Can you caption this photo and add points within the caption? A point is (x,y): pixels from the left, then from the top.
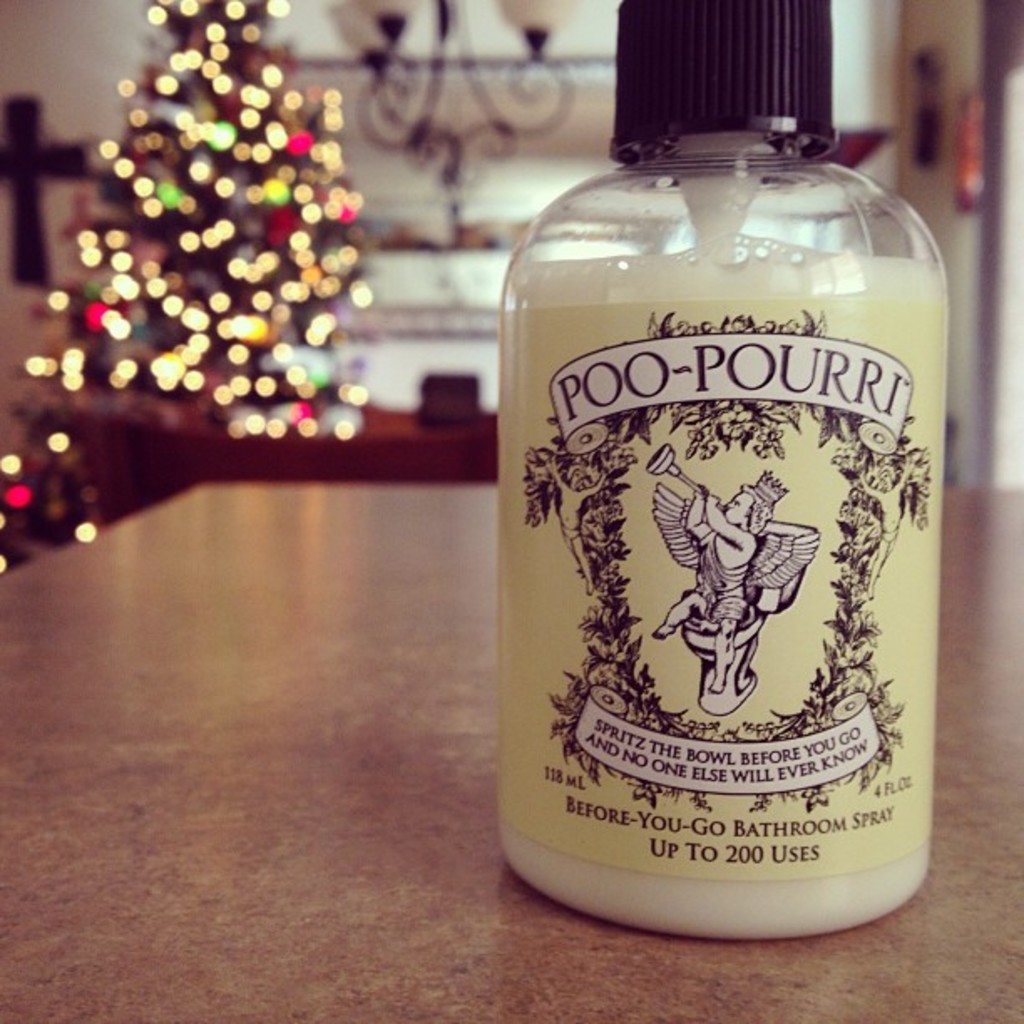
Here we can see a bottle (685,263) with a label (619,407) on it, and some liquid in it, and at back (230,355) here is the Xmas tree (225,257).
